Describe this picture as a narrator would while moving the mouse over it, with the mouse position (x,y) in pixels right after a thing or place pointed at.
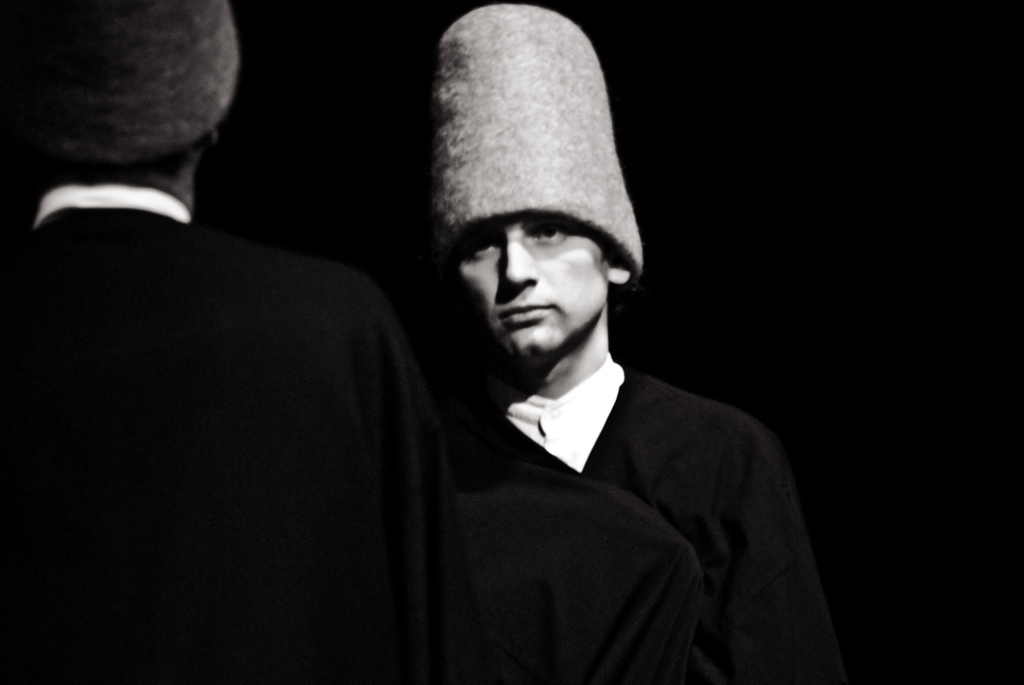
This is a black and white image. In this image we can see two persons (393,440) wearing caps (159,45). In the background (627,173) it is dark.
